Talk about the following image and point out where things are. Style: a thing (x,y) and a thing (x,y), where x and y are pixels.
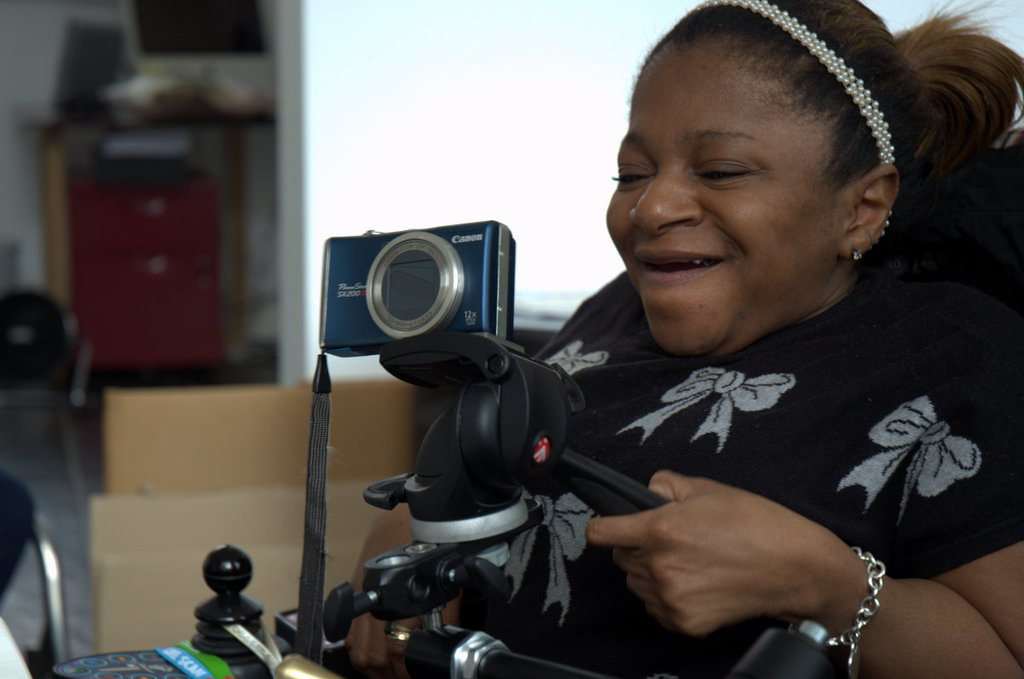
As we can see in the image on the right side (799,274) there is a woman (874,230) wearing black color dress (843,401) and holding camera (450,311). In the background (315,256) there is a cupboard (86,220) and window (400,102).
